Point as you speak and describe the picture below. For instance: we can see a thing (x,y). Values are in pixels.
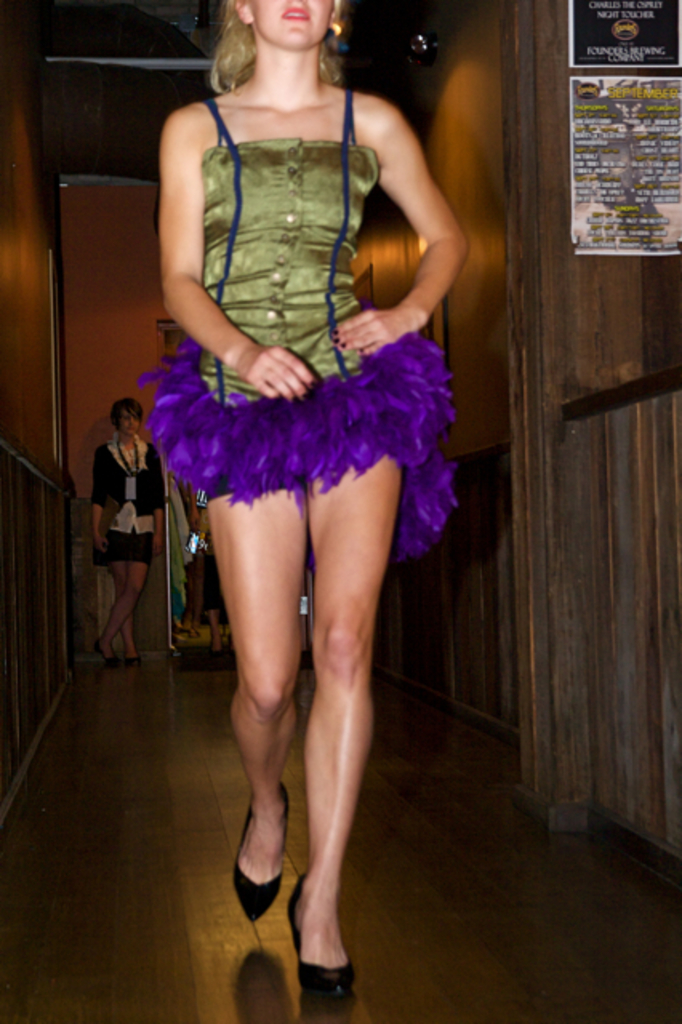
In this image we can see a person (331,546) walking on the floor (358,914). On the right side of the image (614,397) there is a wall (630,69) and a name board (601,150). In the background of the image (131,578) there is a person (139,588), wall (162,567) and other objects (174,595).
